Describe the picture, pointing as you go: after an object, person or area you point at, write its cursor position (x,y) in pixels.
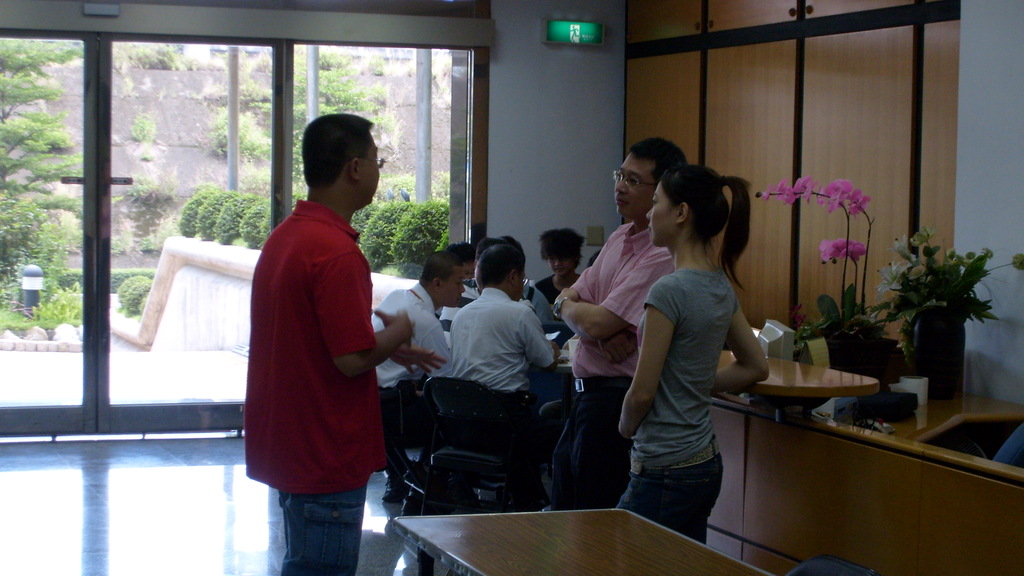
In this image there are group of persons (483,357) sitting and standing at the right side of the image (969,270) there is a flower vase (940,280) and left side of the image (178,235) there is a glass door (157,276) and trees (302,121) behind that.
